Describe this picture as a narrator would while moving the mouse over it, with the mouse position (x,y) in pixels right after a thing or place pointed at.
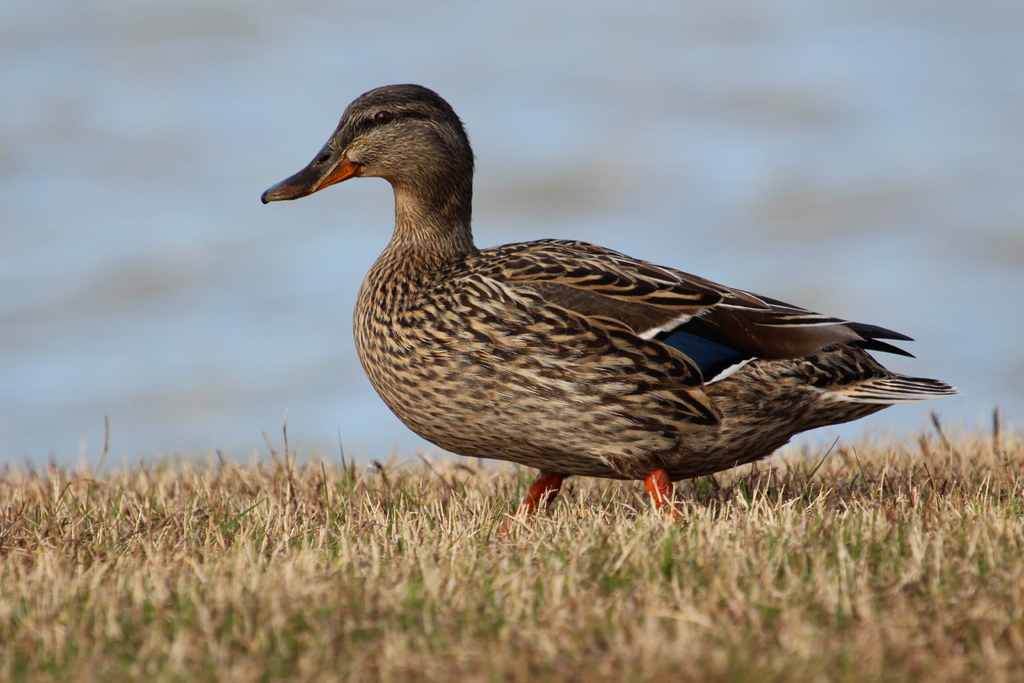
In the foreground of this image (546,342), there is a duck (598,414) on the grass (401,570) and the background (193,269) image is blur.
